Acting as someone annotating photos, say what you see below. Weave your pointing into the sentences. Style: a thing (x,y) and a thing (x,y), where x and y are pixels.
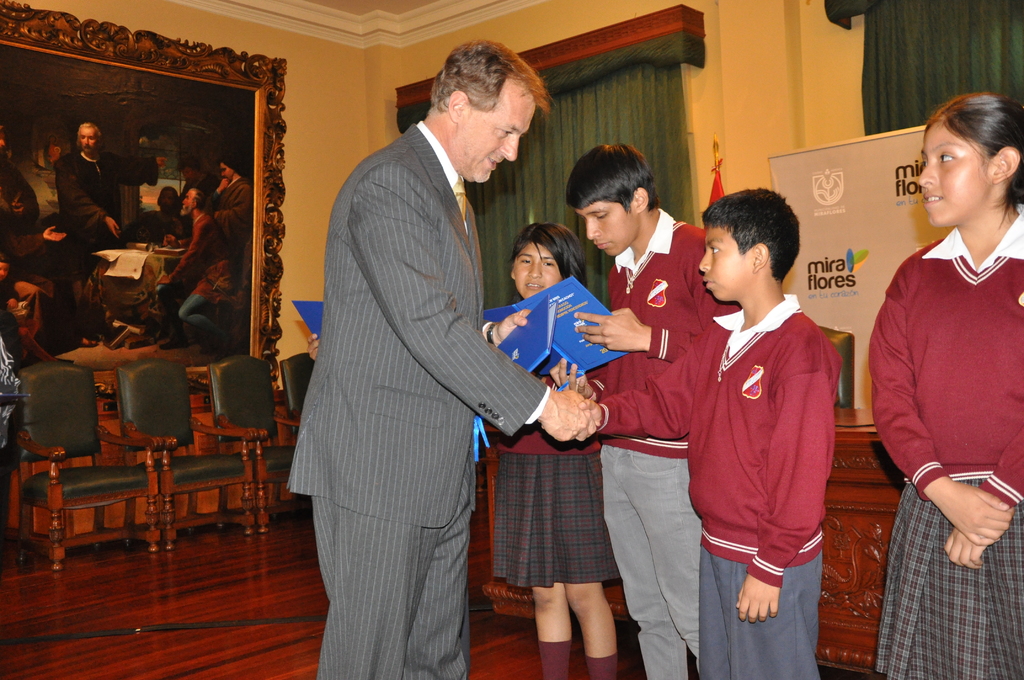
In this picture I can see few people (478,394) standing and a man (523,424) holding a book (526,342) in his hand (507,330) and shaking hands (564,434) with a boy (731,355). I can see a board (865,276) with some text (807,269) and curtains (628,79) in the back (884,70) and a photo frame (109,303) on the wall (701,156). I can see few chairs (46,491) and looks like a table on the right side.
